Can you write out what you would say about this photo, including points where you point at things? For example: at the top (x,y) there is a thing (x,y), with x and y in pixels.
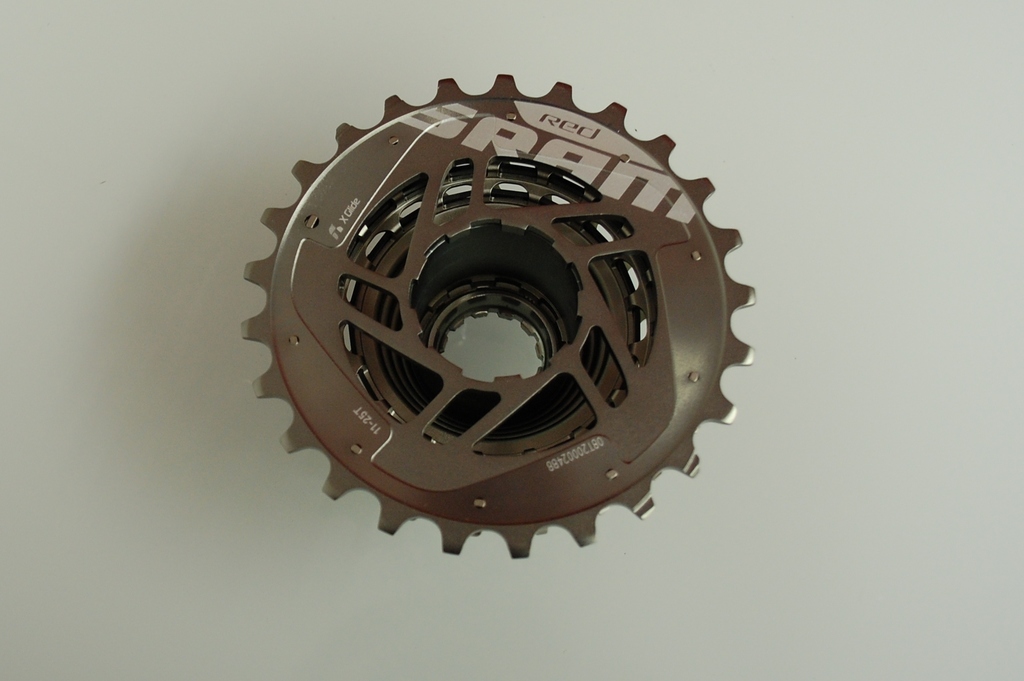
In this image, we can see a gear like object (348,130), there is white background (907,491).
